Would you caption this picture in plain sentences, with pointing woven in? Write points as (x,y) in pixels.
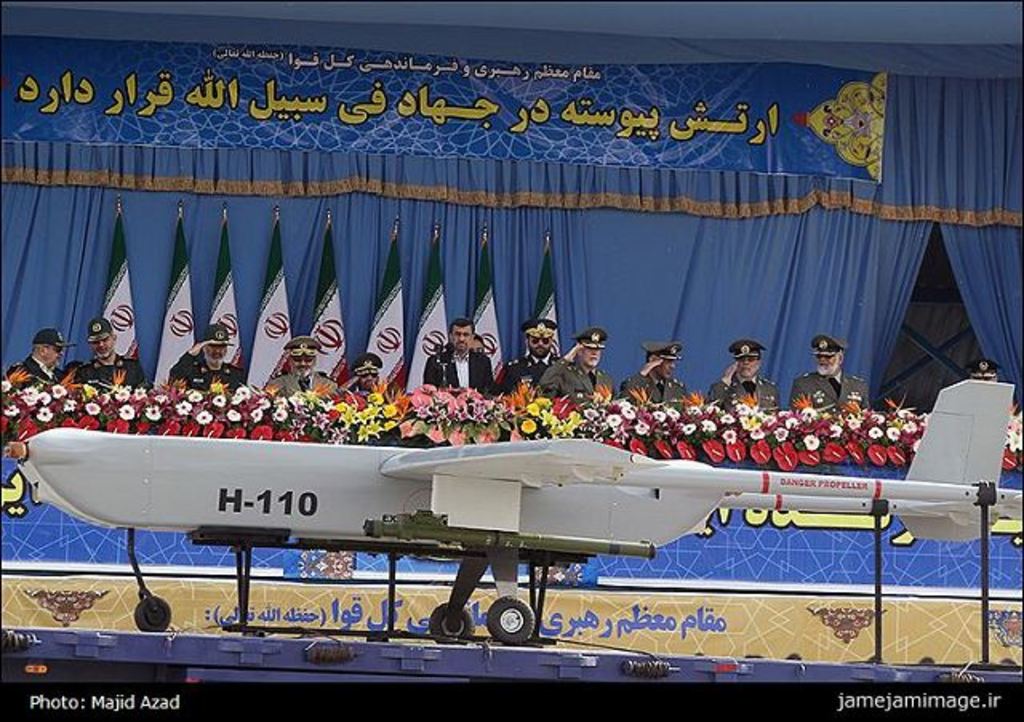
In this image I can see group of people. In front (996,440) I can see few flowers (1013,432) in multi color and I can also see an aircraft (316,473). In the background (507,182) I can see few curtains (467,206) in blue color.
